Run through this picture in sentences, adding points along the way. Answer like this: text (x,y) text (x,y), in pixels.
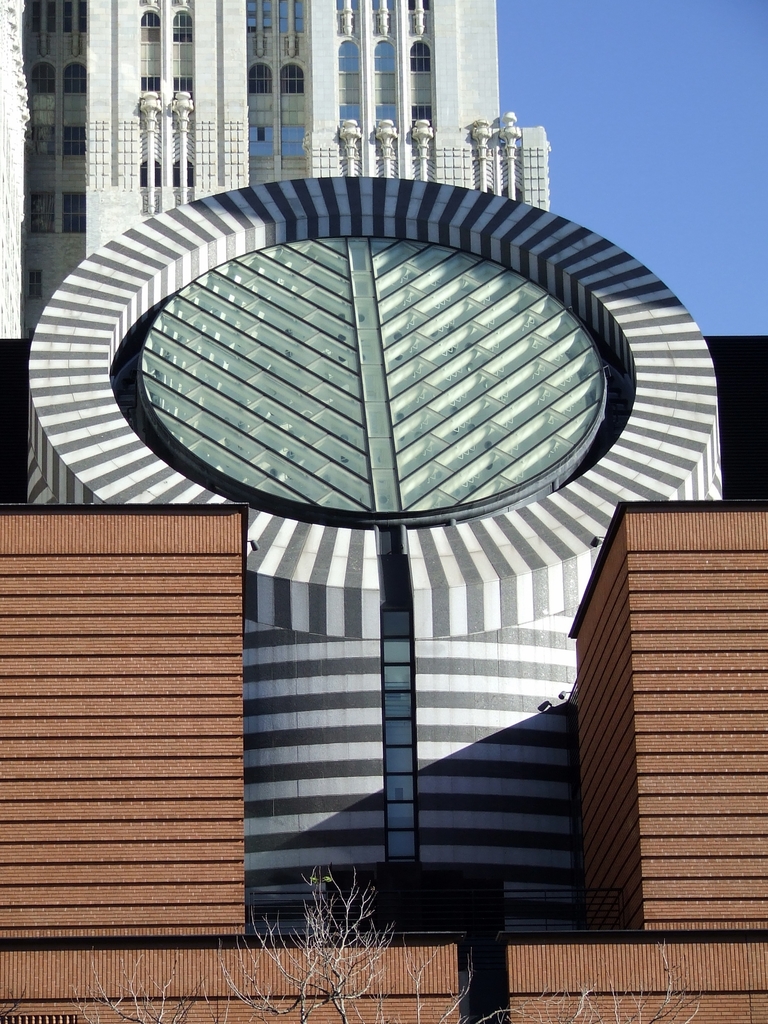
This image is taken outdoors. In the background (606,114) there is the sky (641,146) and there is a building (68,159) with walls (62,159), windows (83,143), pillars (177,122), grills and carvings (515,169). In the middle of the image (454,459) there is an architecture (308,685) with walls (183,910). At the bottom of the image (190,997) there are a few trees (345,993).
